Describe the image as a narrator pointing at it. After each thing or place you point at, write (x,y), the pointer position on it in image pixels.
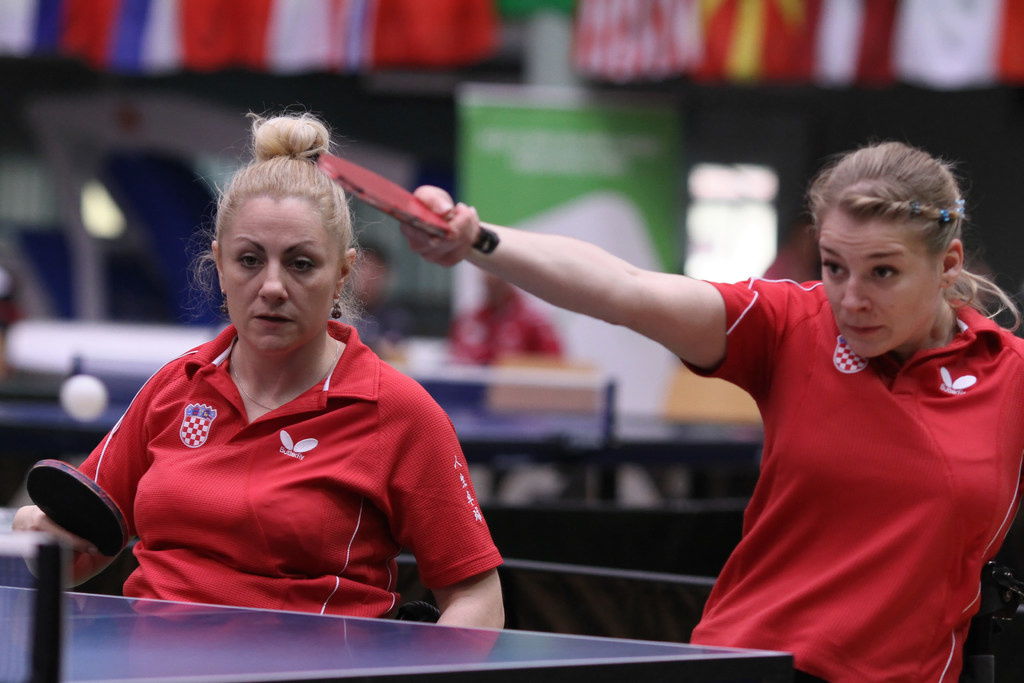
In this picture there are two women (334,401) who are holding tennis bat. There is a tennis table (136,645).
